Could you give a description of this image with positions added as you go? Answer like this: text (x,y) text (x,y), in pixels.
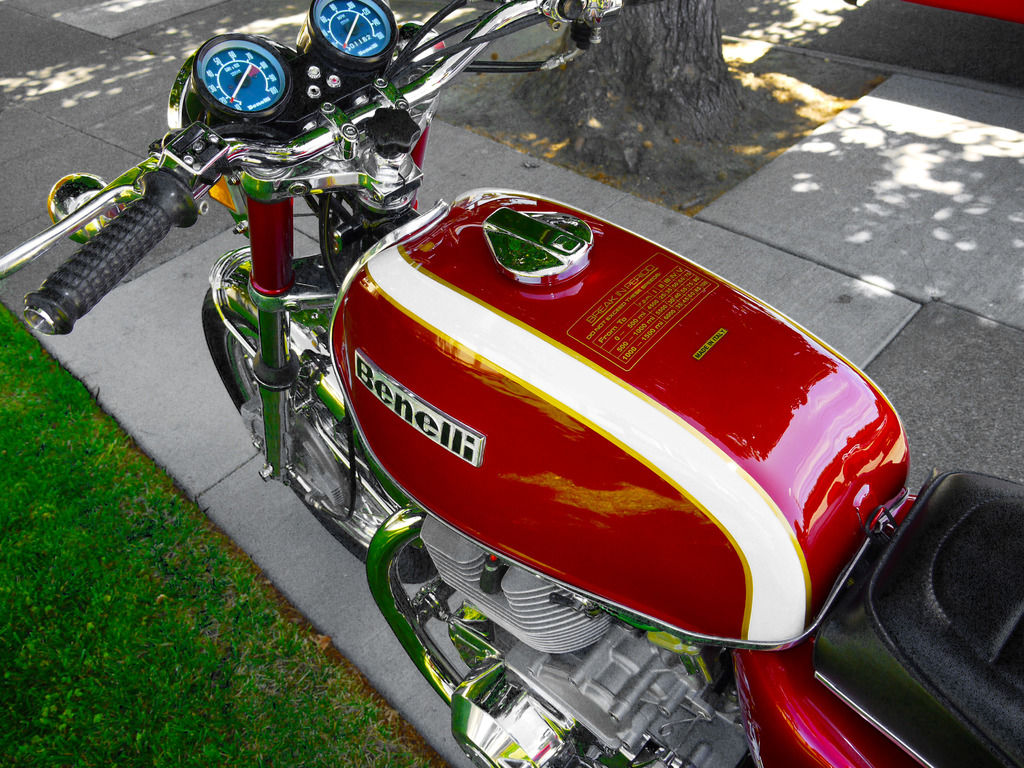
we can see a bike (511,282) on a footpath (171,410) and on the left (157,466) at the bottom corner (114,564) there's grass (117,683) on the ground (193,679). At the top (682,90) we can see a truncated tree (663,65) and an object (998,9) on the road (893,31).
